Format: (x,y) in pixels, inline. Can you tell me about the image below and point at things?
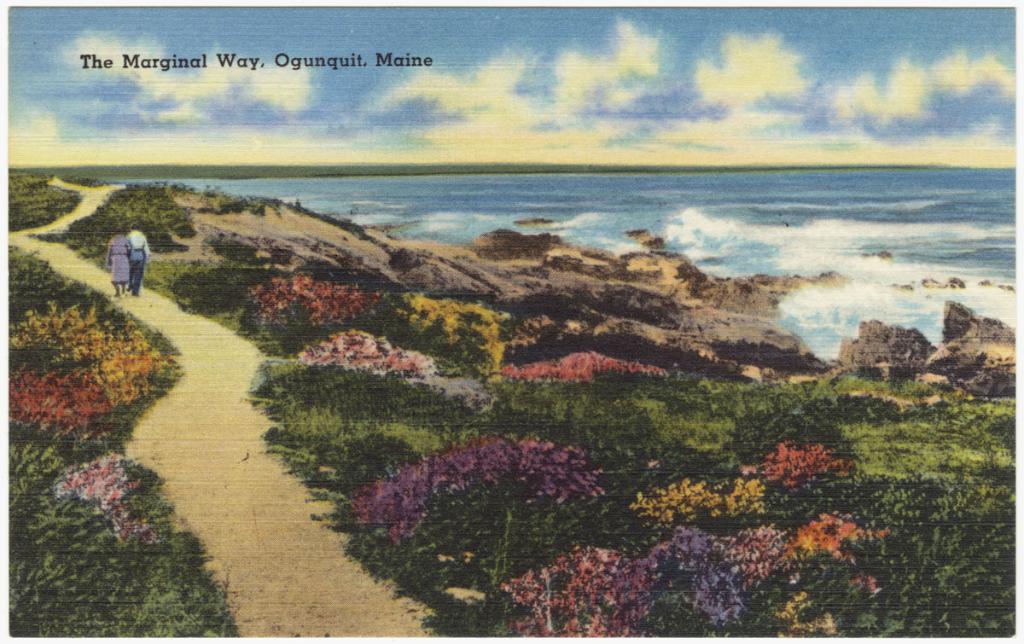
This picture is consists of a poster (454,144) in the image.
